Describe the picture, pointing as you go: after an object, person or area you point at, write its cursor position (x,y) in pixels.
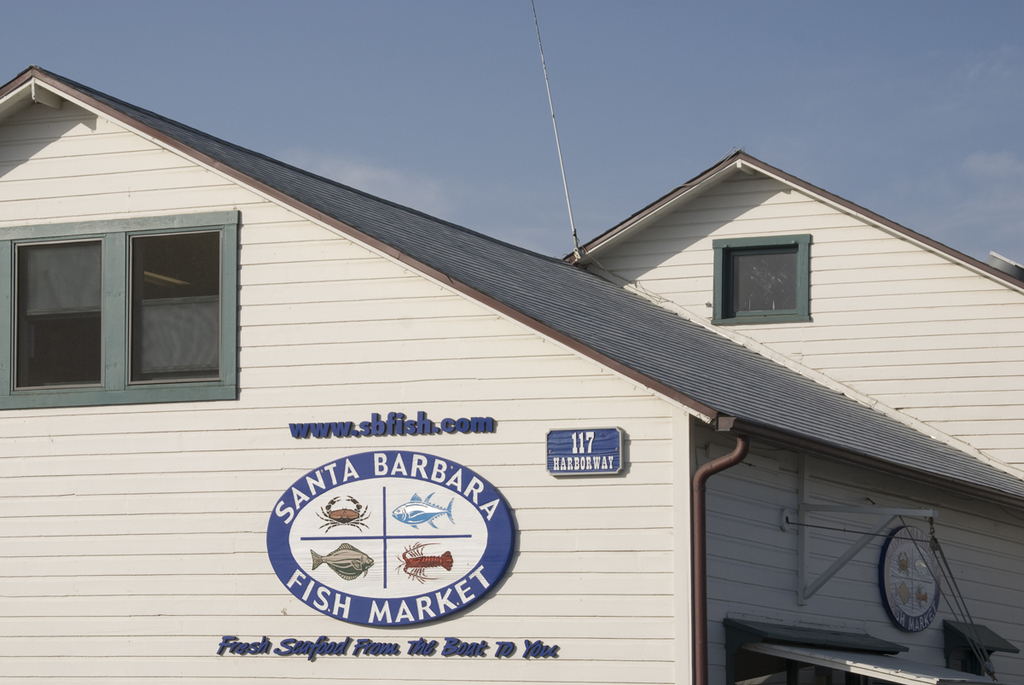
In the center of the image (661,367) there is a building (655,339). In the background (575,105) there is a sky (417,101).
